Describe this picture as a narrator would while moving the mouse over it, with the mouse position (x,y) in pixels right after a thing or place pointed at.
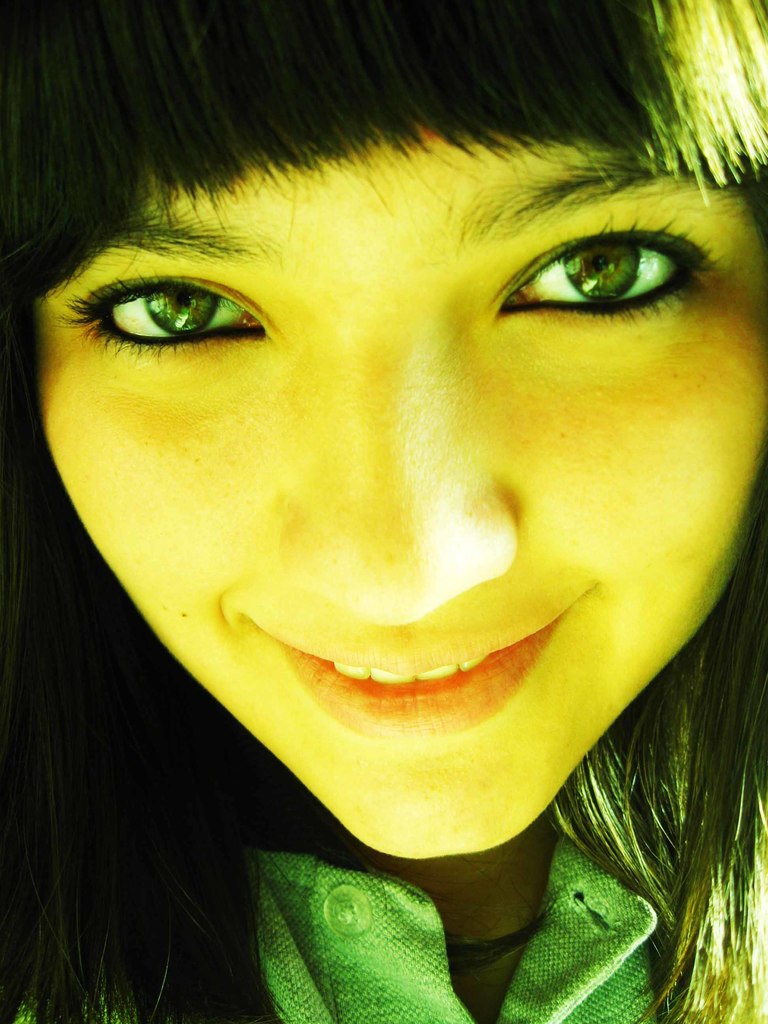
There is a lady (377,490) wearing a green dress (380,969) is smiling.
